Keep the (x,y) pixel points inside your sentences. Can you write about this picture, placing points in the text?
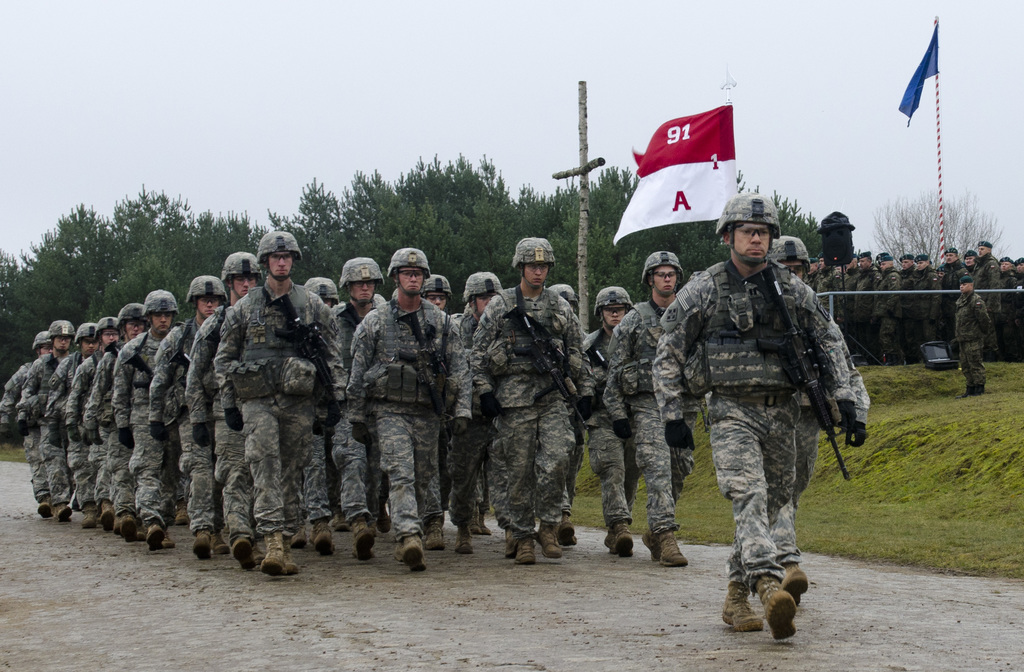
In this image, we can see a few people (650,479). We can see the ground (919,476) with some objects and some grass (949,454). We can see the fence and a pole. We can see a few flags (708,169) and trees (682,247). We can see a black colored object (836,228) and the sky (783,133).
